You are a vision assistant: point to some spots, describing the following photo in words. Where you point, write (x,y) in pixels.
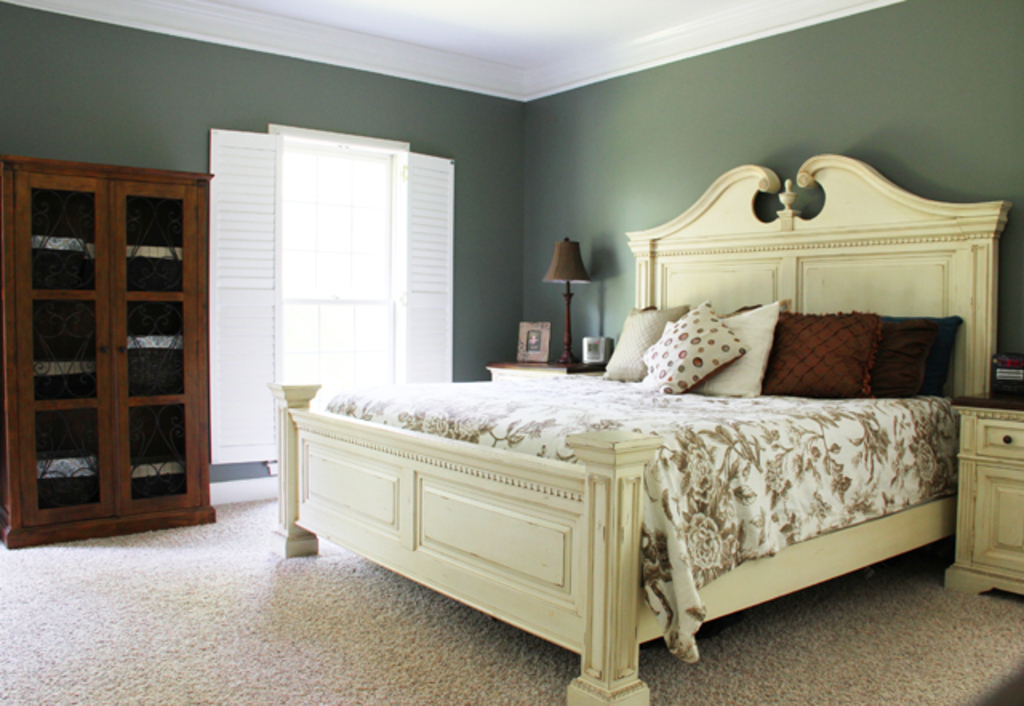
There is a cot (541,535) on which bed (682,406) some blankets (628,427) and a pillows (735,357) were placed. There is a cupboard (118,307) to the wall (543,250) here. In a background (568,268) there is a lamp (558,260) placed on the table (520,366) and window (298,280) here.
